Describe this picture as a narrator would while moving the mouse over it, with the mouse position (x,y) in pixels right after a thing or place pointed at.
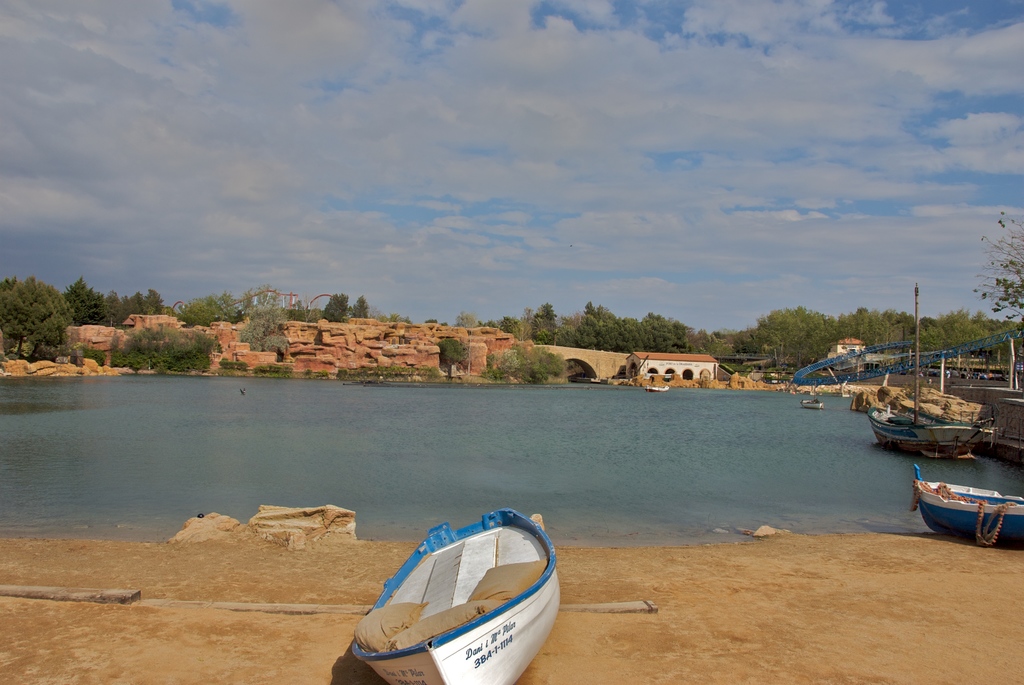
At the bottom (822,592), we see the sand (758,593) and a boat (446,570) in white and blue color. Beside that, we see the stones (287,509). In the middle (572,408), we see water (309,466) and this water (425,422) might be in the lake (488,462). On the right side (1012,524), we see the boats (966,517), trees (945,335) and the poles (917,322). There are trees (746,346), buildings (646,365), arch bridge (598,365) and the rocks (483,333) in the background (304,346). At the top (407,189), we see the sky (409,204) and the clouds (443,229).
